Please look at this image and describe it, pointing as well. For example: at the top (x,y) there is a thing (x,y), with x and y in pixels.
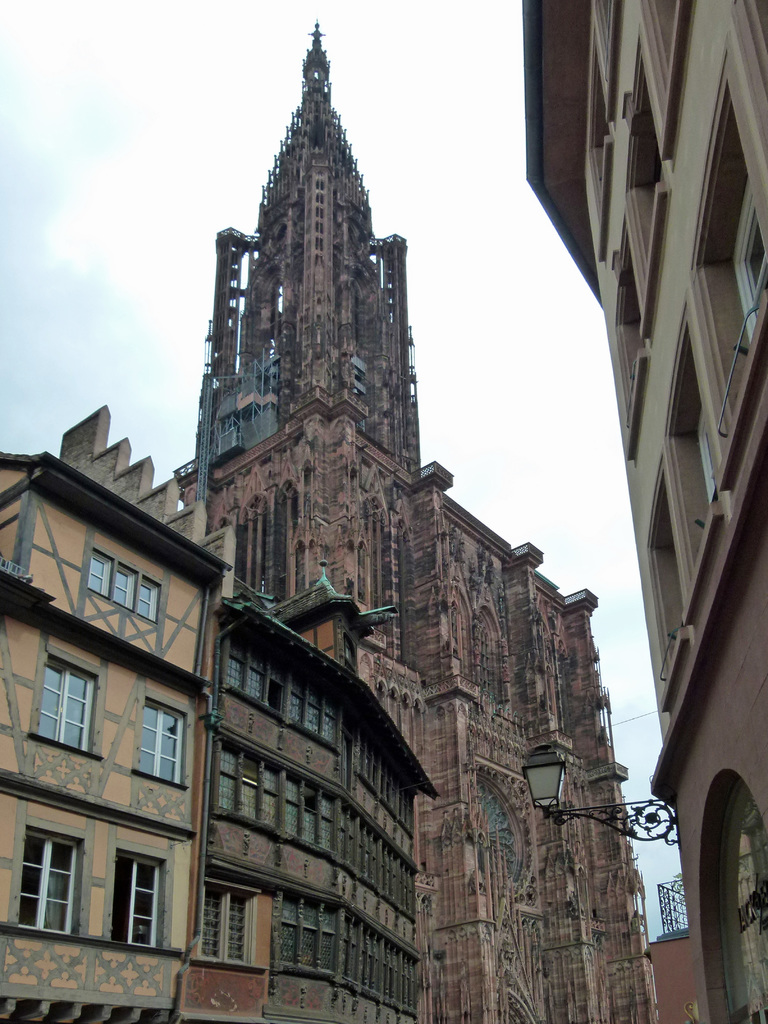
In this image, we can see buildings (460,547). There is a light (551,798) on the building (665,789). In the background of the image (556,473), there is a sky (496,320).
